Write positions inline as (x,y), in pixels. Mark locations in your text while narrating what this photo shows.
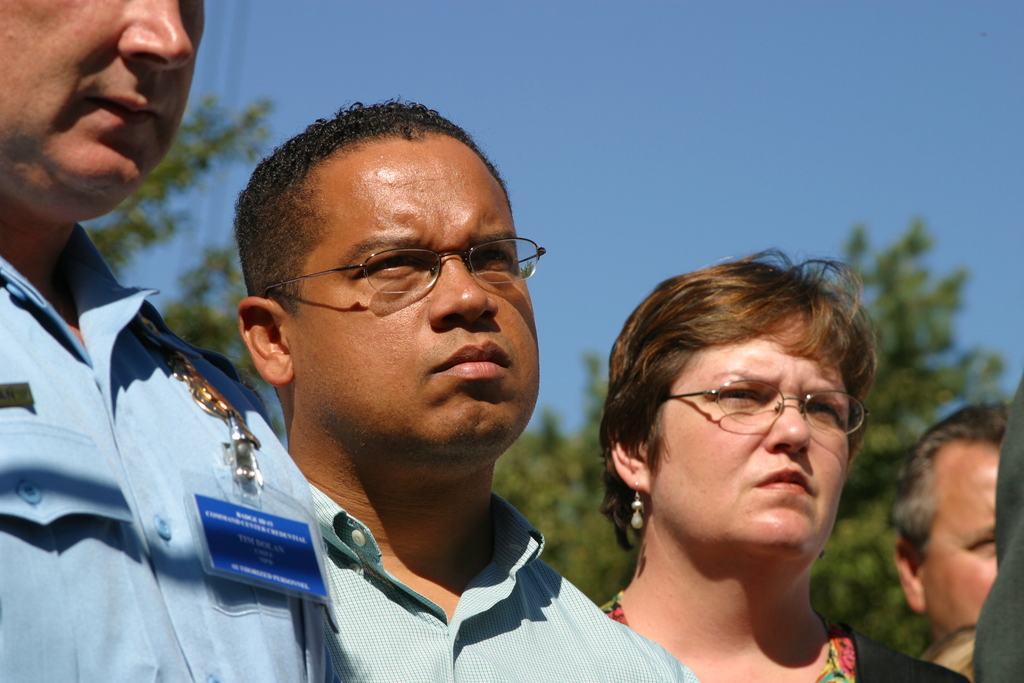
In the foreground of the picture (537,537) there are people (419,625) standing. The background (556,532) is blurred. In the background (593,501) there are trees (593,501) and cables (203,195). Sky (610,87) is clear and it is sunny.
